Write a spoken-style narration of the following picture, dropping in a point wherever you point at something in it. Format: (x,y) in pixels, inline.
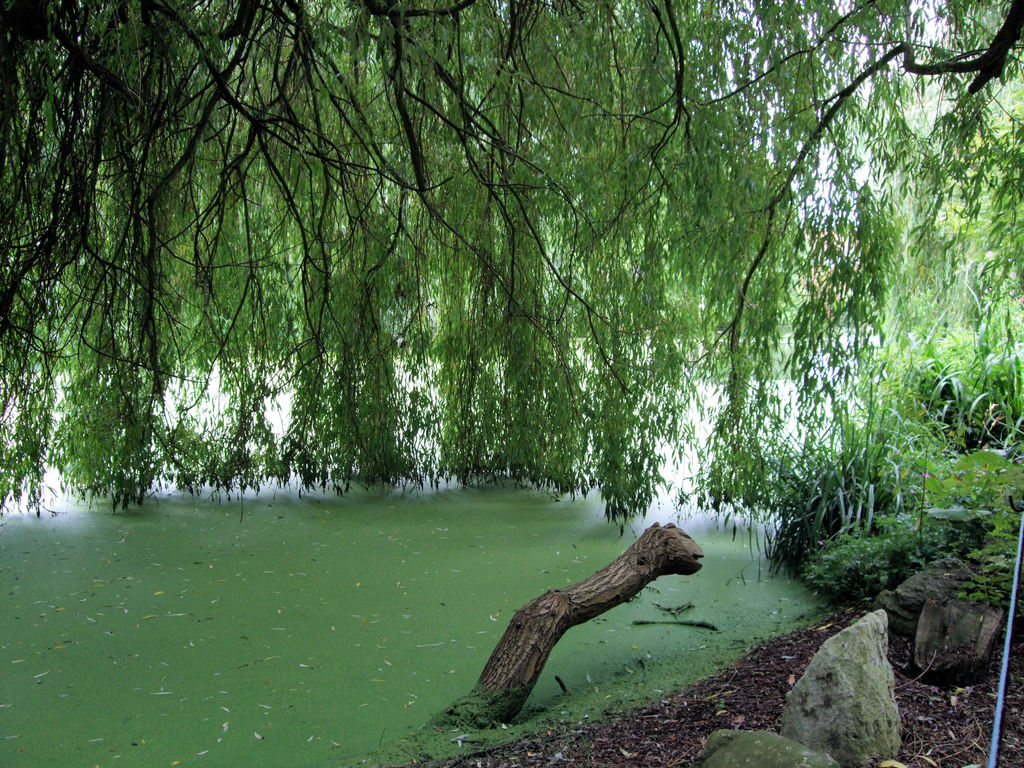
At the bottom of the image (866,595) there are some stones (786,717) and water (214,490) and plants (985,416). In the middle of the image (630,473) there are some trees (67,86).
